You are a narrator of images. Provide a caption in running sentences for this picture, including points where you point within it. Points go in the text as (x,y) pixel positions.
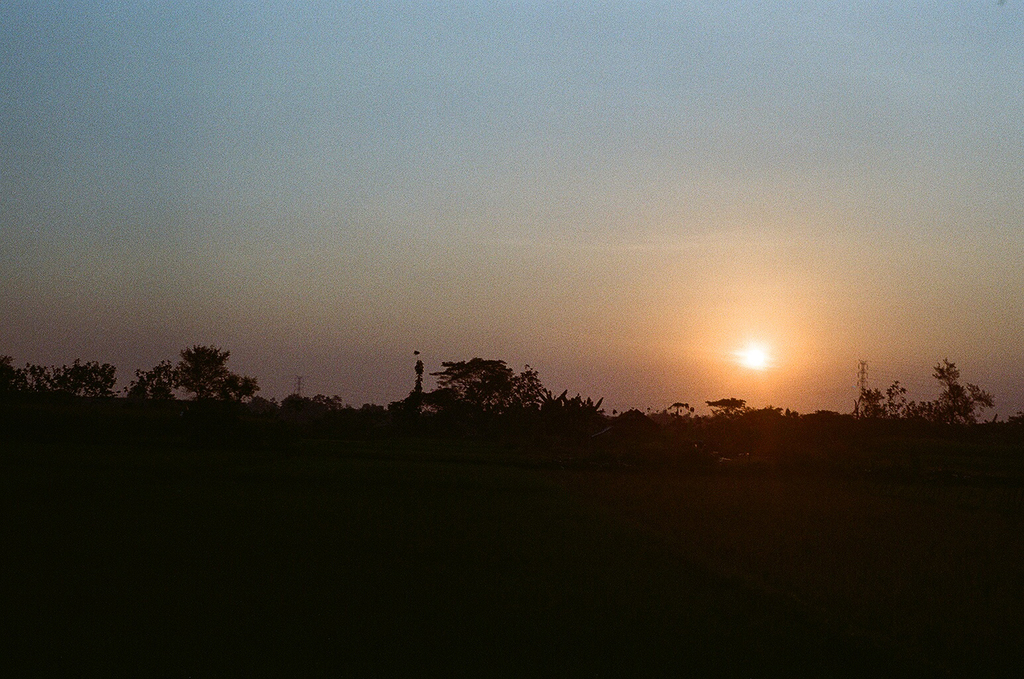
At the bottom of the image (560,589) is dark. In the middle of the image (523,422) there are trees (523,422), sunlight (744,391) and objects (713,447). At the top of the image (551,115) there is the sky (578,157).
